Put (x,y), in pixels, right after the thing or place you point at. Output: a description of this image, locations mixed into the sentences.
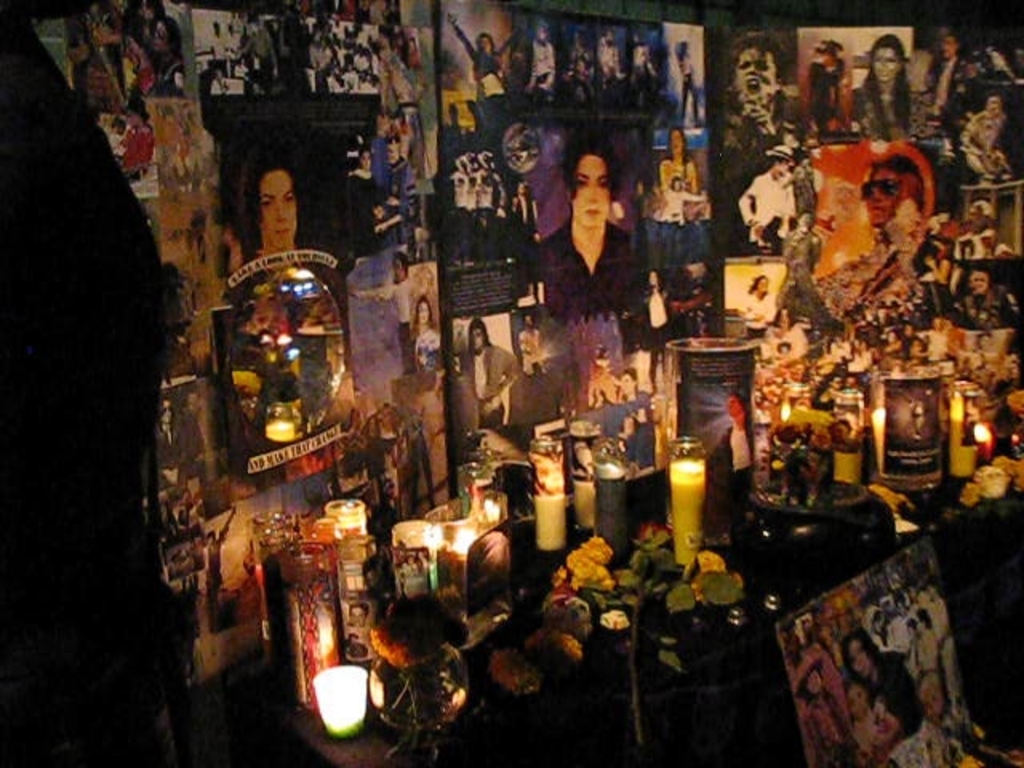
In this image I can see a table (836,572) which is black in color and on the table (779,651) I can see few candles (307,551), few flowers (592,545) which are yellow in color, few photo frames (745,461) and few other objects (837,551). In the background (732,284) I can see number of posters (660,143) of a person (600,206) are attached to the wall (445,249).
